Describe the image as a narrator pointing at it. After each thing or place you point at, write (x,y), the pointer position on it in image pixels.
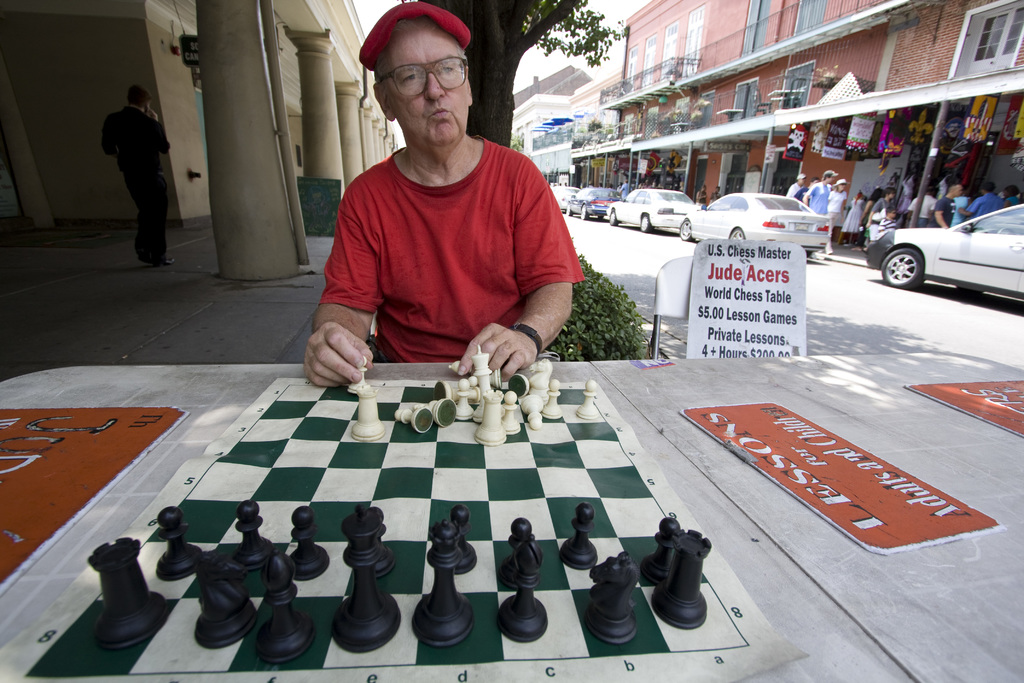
In this picture we can observe a person (422,230) sitting in the chair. In front of a white color table (160,455). The person (495,324) is wearing a red color T shirt (428,220) and a cap (425,12) on their head (414,28). There is a chess board (240,532) and coins (233,559) on the table (400,529). We can observe white color board (738,285) on the road (665,325). There are some cars (709,217) on the road (662,255). We can observe buildings (661,80) in the background (675,151). There is a tree (490,67) behind the person (460,119).
